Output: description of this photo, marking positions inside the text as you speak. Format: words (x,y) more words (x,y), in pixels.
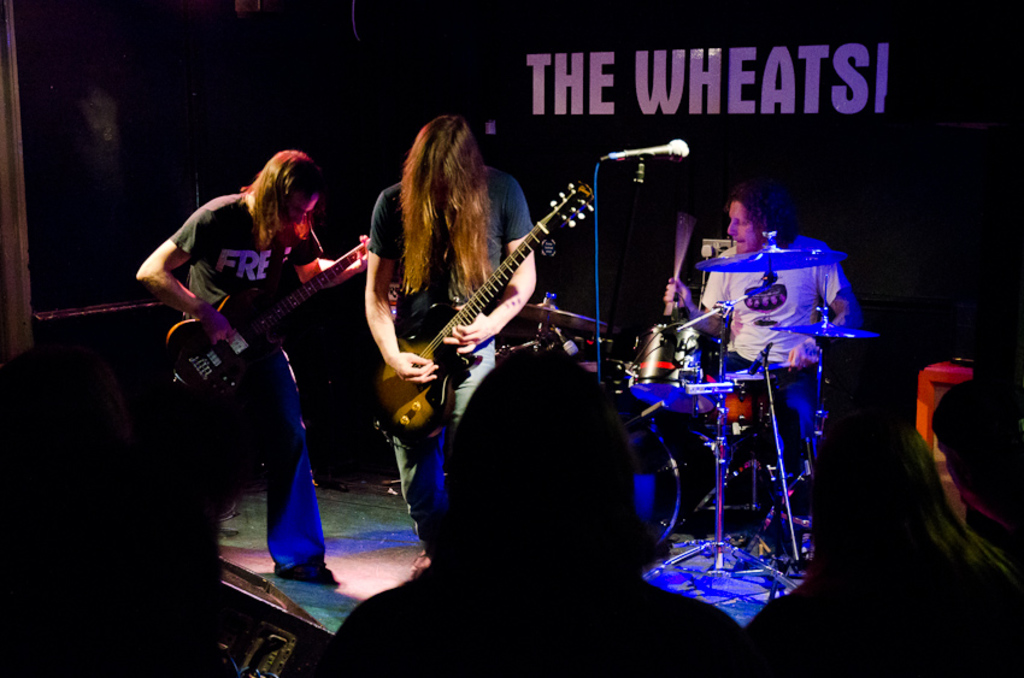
In the middle of the image (419,234) few people (747,193) are playing some musical instruments (765,542), Behind them there is a banner (593,86).
